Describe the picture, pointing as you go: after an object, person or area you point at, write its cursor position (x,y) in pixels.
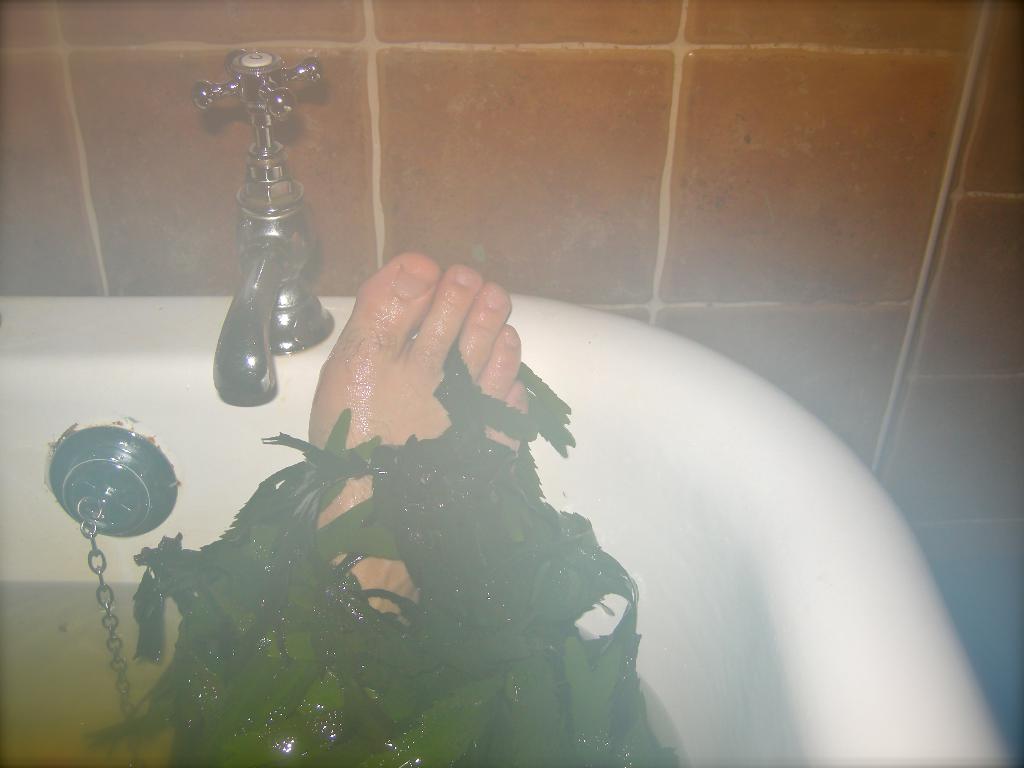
In this image I can see the tap (266,317) and the bathtub (204,525). I can see the person's leg (362,483) in the bathtub (298,400). I can see the green color leaves (387,674) on the leg (365,574). To the side I can see the chain (125,669) and the water (56,636).
